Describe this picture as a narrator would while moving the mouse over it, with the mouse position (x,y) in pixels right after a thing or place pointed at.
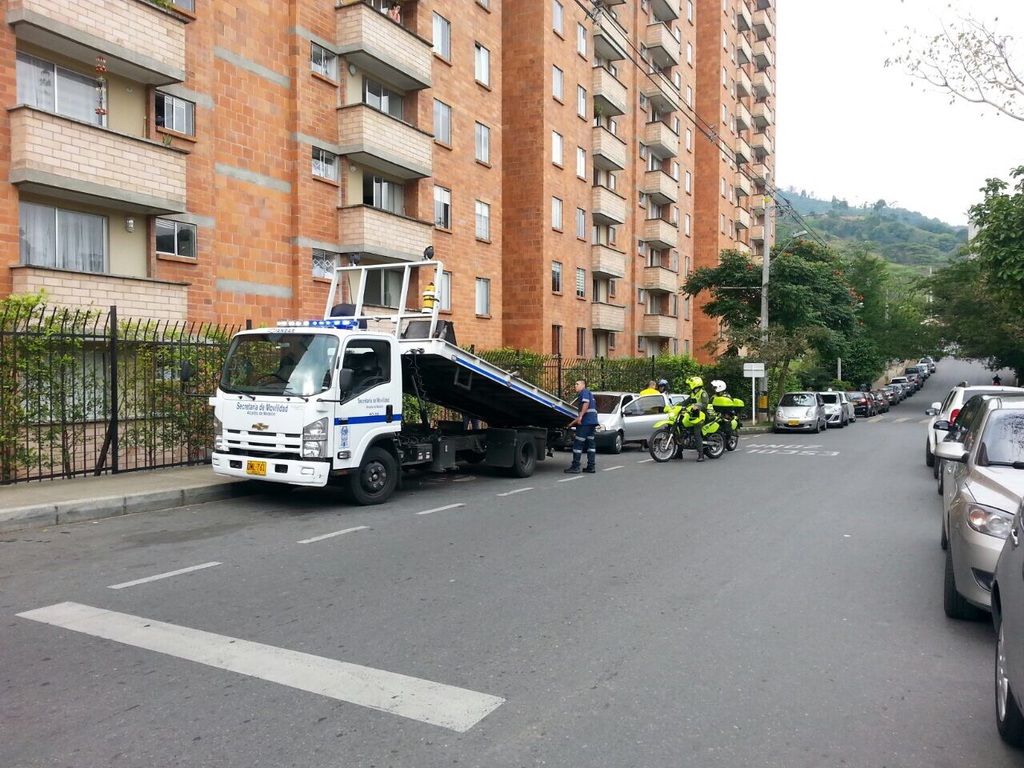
In the center of the image (368,377) there is a road (943,367) and there are vehicles (852,409) on the road (862,486). To the left side of the image (140,301) there are buildings (617,262). In the background of the image (866,283) there are trees (893,283). There is a fencing (24,396).
